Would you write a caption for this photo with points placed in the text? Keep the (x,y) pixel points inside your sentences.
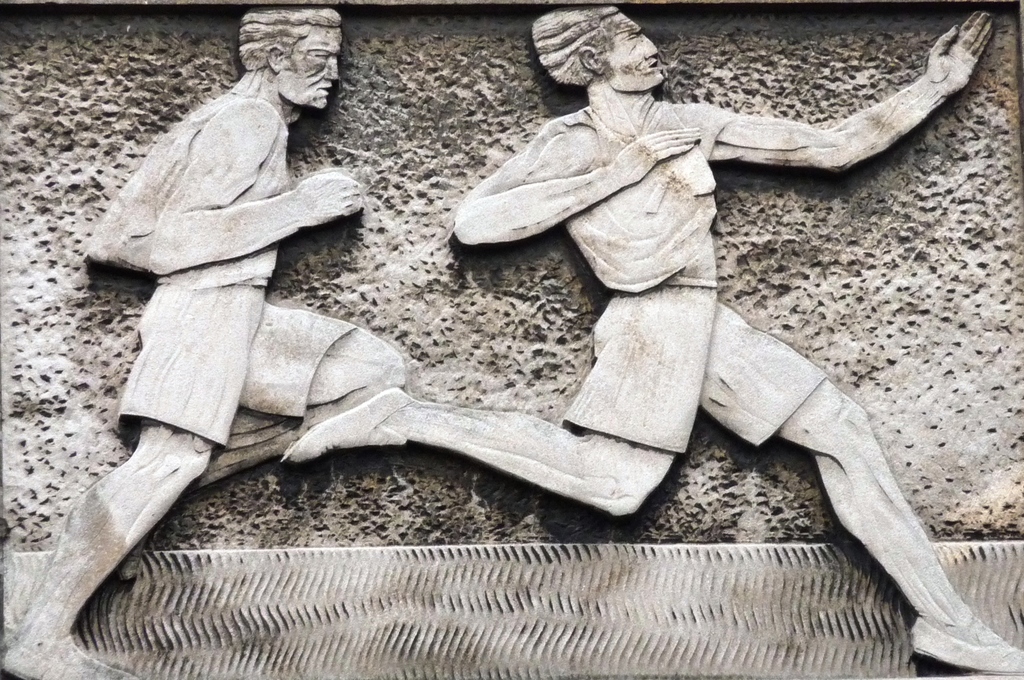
In the picture we can see a wall (452,494) with sculptures (617,494) of two men (507,421) are running.
